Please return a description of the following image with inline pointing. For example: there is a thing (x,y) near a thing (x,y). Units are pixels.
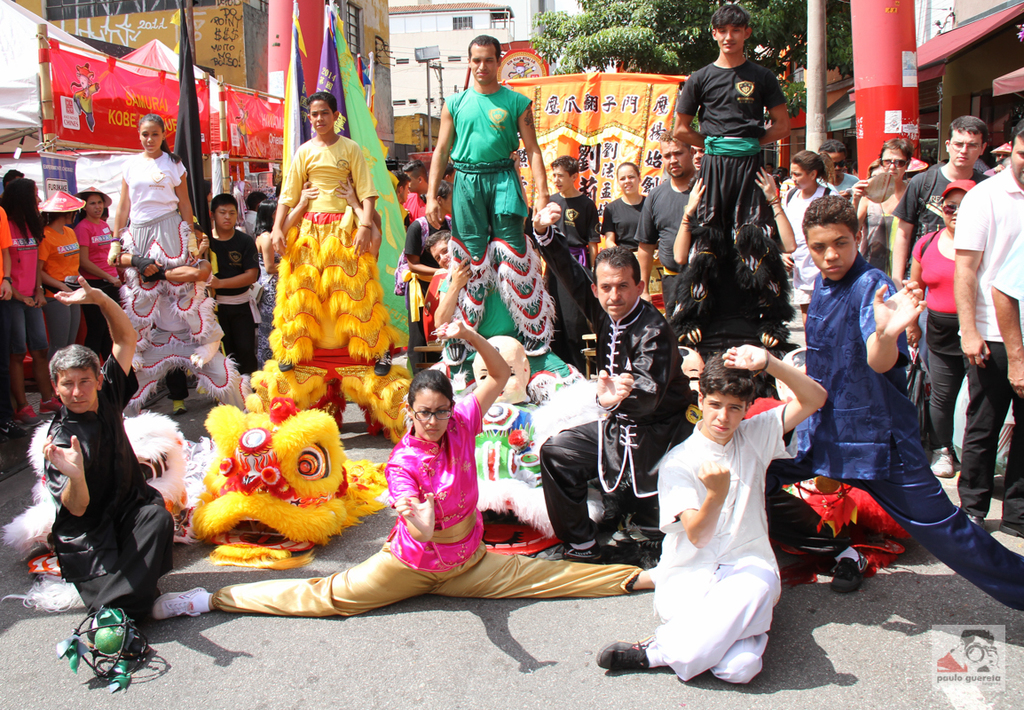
In the image we can see there are many people (197,262) around, they are wearing clothes (199,331), some are standing, walking and sitting. This is a flag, banner (667,82), tree (676,25), pole (816,94) and buildings (373,27). This is a decorative (306,487) and a watermark (960,684).
